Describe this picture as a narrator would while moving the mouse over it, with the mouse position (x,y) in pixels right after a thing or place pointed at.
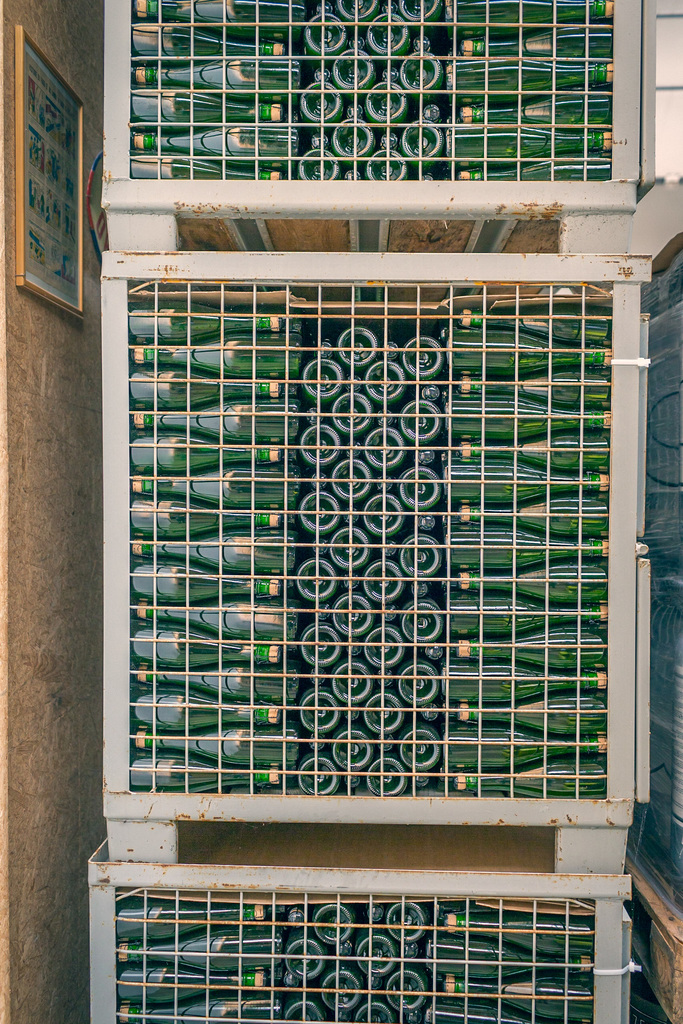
In the center of the image (298,660) we can see three boxes (497,796). In the boxes (118,403), we can see green color bottles (140,441). In the background (82,643) there is a wall (80,565), one photo frame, glass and a few other objects (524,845).
